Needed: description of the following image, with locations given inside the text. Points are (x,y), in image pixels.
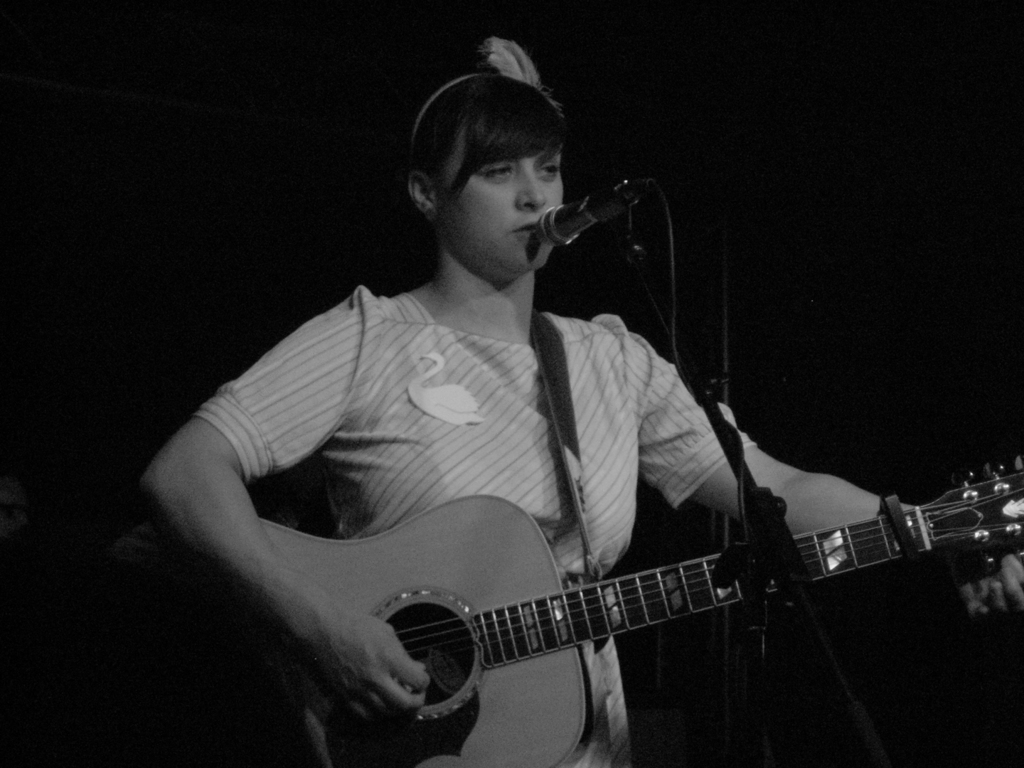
In this black and white image there is a woman (396,366) standing. She is playing guitar (567,614) and singing as well. In front of her there is a microphone (616,201) and its stand (781,566). The background (241,150) is dark.
